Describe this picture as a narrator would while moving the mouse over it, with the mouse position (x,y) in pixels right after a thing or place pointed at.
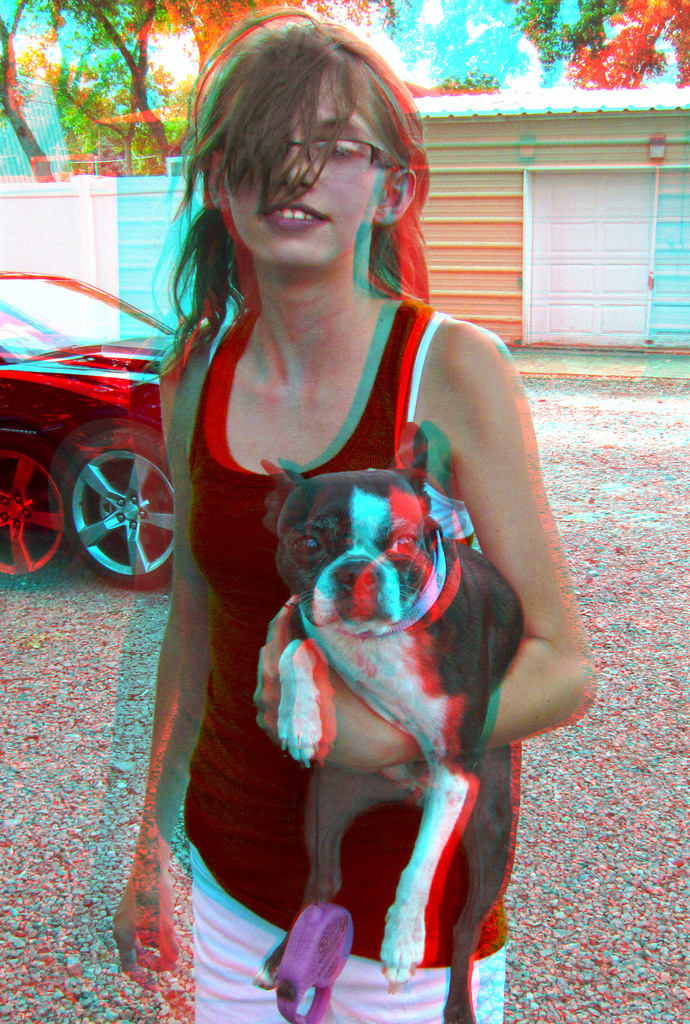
This is the picture of a woman (243,652) in red top (242,707) was holding a dog (355,649). Behind the woman (241,695) there is a car (48,466) and a shed (538,282).
